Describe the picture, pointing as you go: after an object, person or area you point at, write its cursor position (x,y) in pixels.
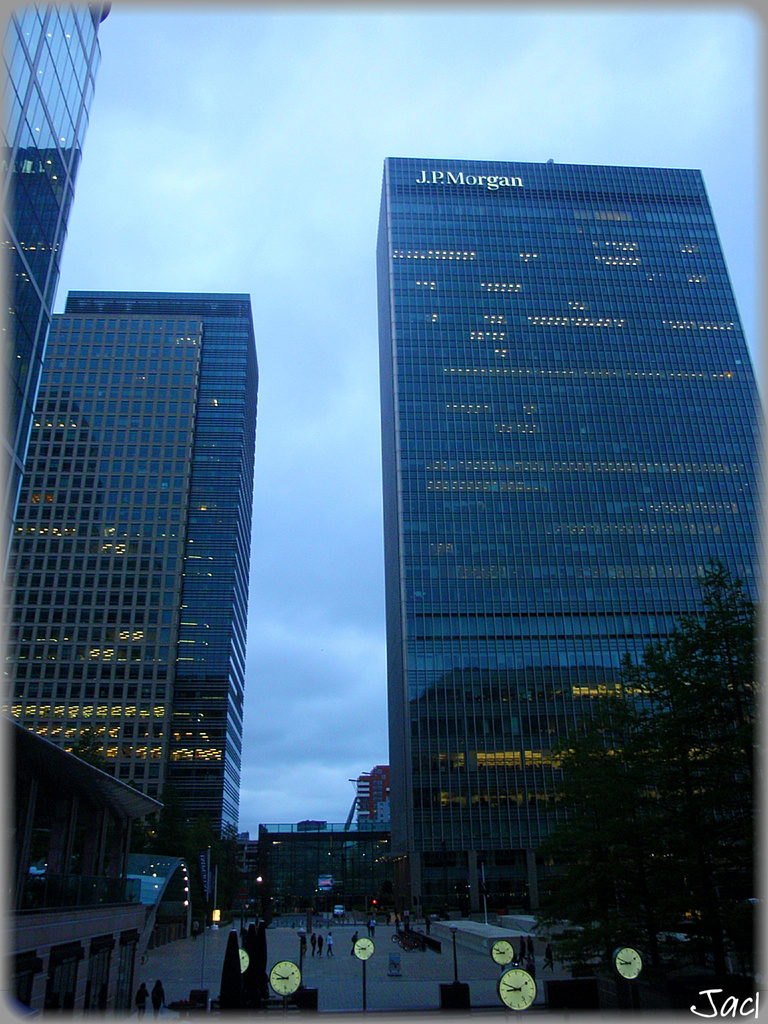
These are buildings (474,284). In-front of these buildings (407,892) there are people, clock poles (626,948) and tree (618,798). Sky (286,528) is cloudy. Here we can see watermark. To these buildings (565,424) there are glass windows (582,304).
